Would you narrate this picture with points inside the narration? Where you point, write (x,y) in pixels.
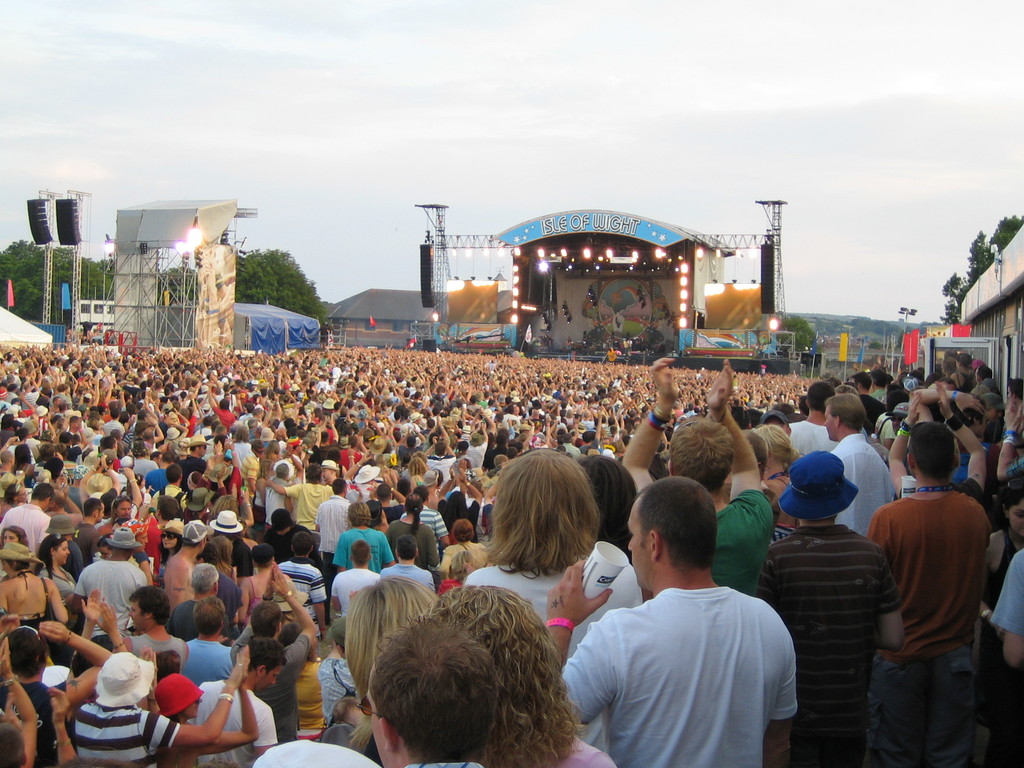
In this picture there are people (228,353). In the background of the image (148,324) we can see stage (595,316), lights (634,255), flags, board (547,224), rods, trees (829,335), objects (791,333), sheds (374,304) and sky (789,188).
